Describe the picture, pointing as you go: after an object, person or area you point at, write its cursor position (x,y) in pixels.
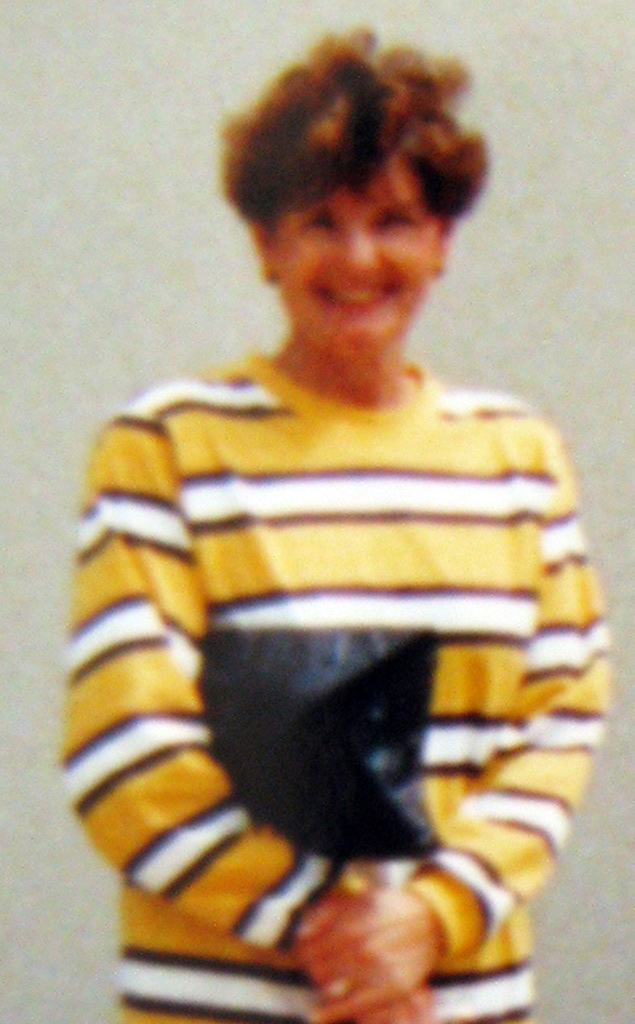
In the middle of the image (293,498) we can see a person (318,539) and the person (309,582) is smiling.
